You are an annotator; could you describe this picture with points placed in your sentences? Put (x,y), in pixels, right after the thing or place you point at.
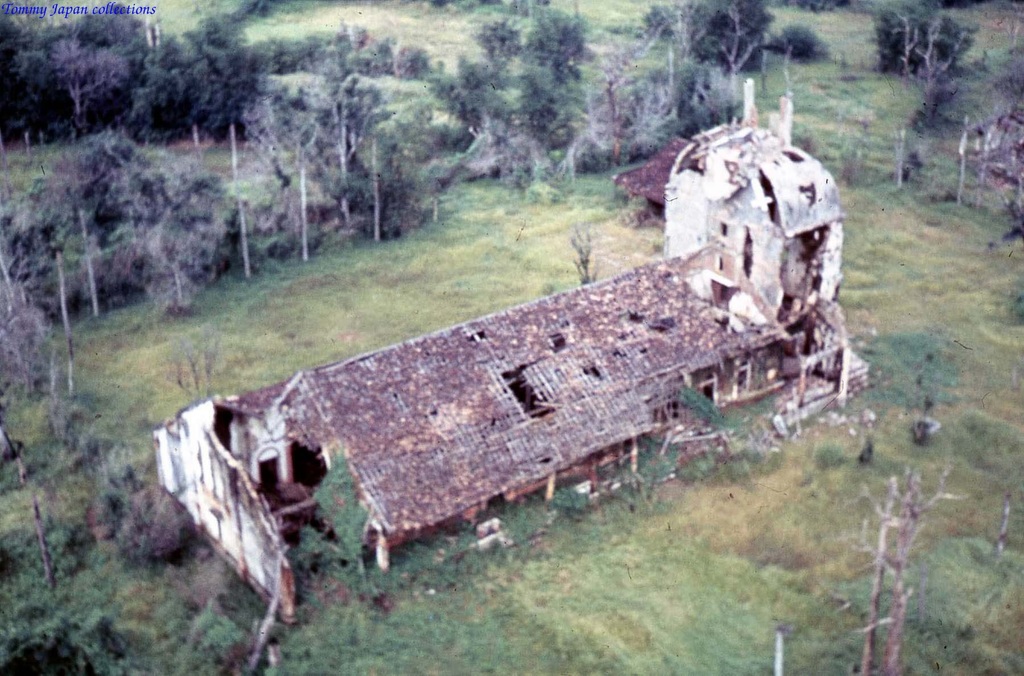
In this image I can see a building (318,425). I can see some grass (700,487) on the ground (744,551). I can see some trees (386,193).
